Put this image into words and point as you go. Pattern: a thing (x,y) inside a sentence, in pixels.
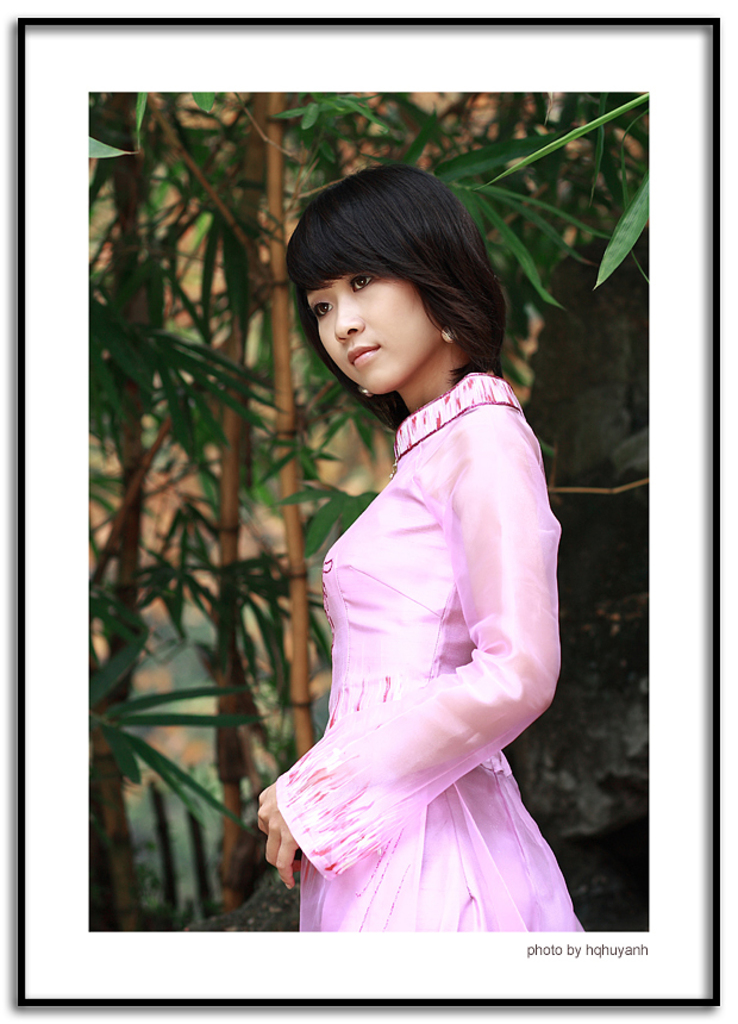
This is an edited image, in this image there is a lady (359,873) standing, in the background (318,138) there are trees (177,586), in the bottom right (577,952) there is text (638,953).
